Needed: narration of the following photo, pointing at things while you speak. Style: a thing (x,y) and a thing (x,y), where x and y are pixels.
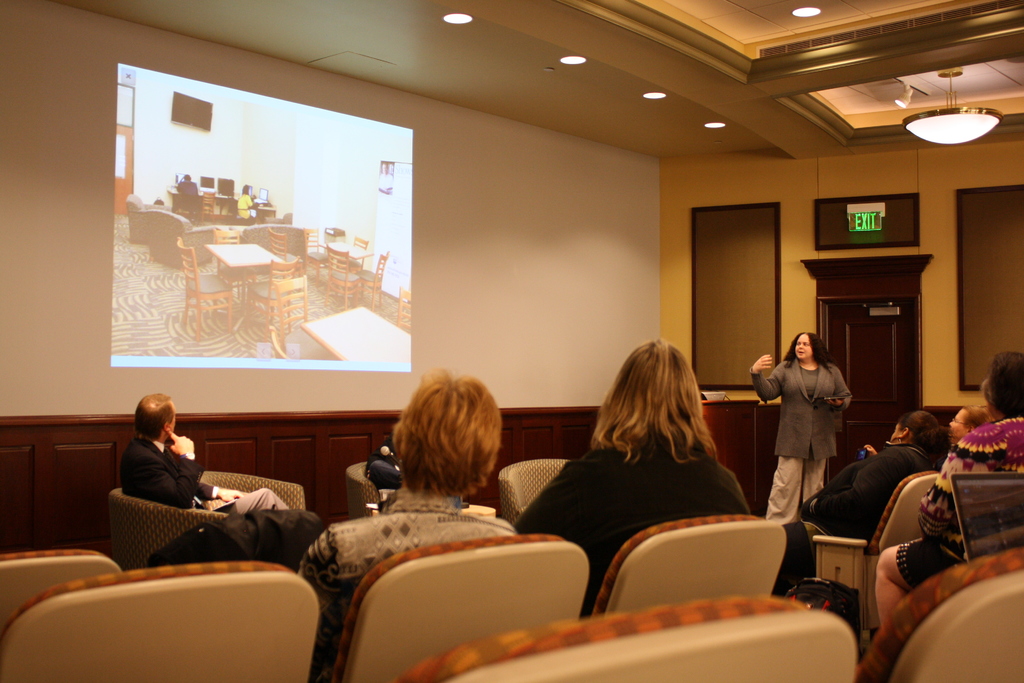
As we can see in the image there is a screen (328,162), light (923,130) and few people (850,474) sitting on chairs (128,511).
